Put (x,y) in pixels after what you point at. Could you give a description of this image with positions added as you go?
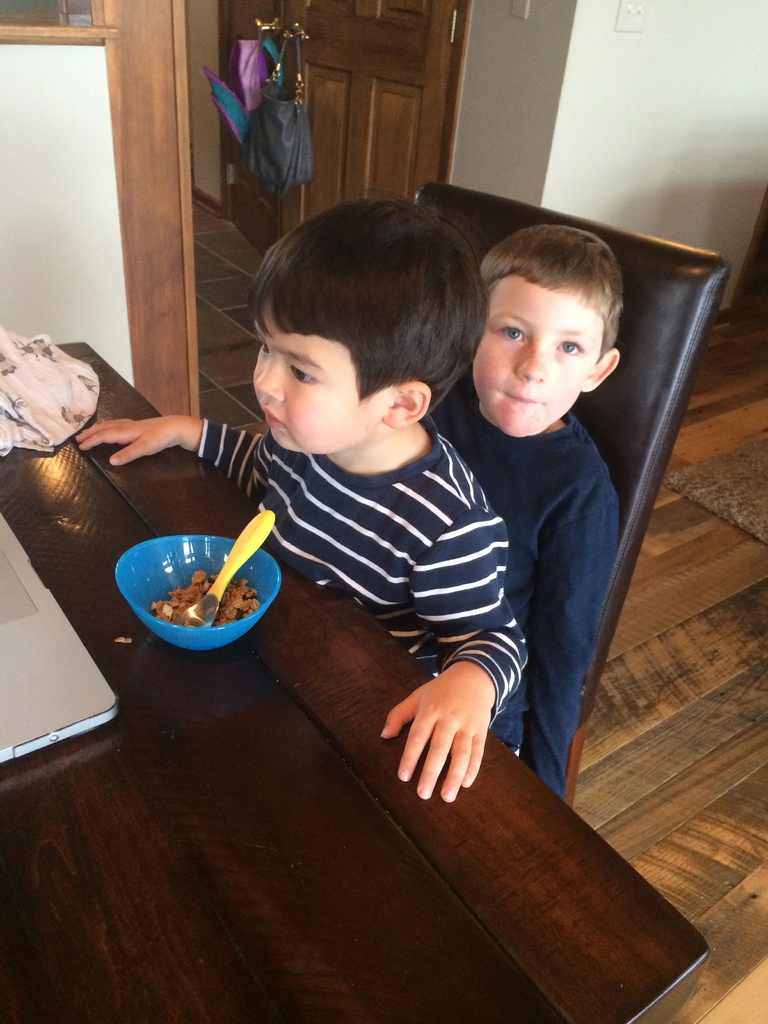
This 2 kids (464,426) are sitting on chair (685,366). On this table (102,736) there is a cloth (49,401), bowl (248,621) and spoon (214,589). Bags (278,155) over door (349,83).
